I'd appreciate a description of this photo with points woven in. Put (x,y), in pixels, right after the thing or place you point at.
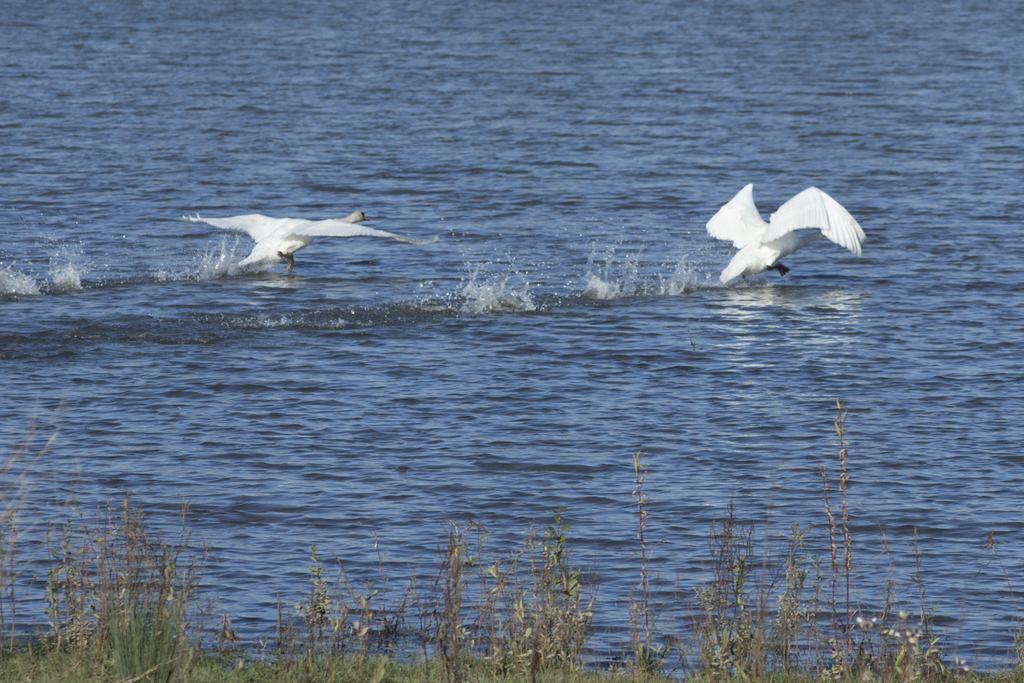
In this image I can see two birds (784,222) in white color. I can see the plants (799,618) and water (703,408) in blue color.
